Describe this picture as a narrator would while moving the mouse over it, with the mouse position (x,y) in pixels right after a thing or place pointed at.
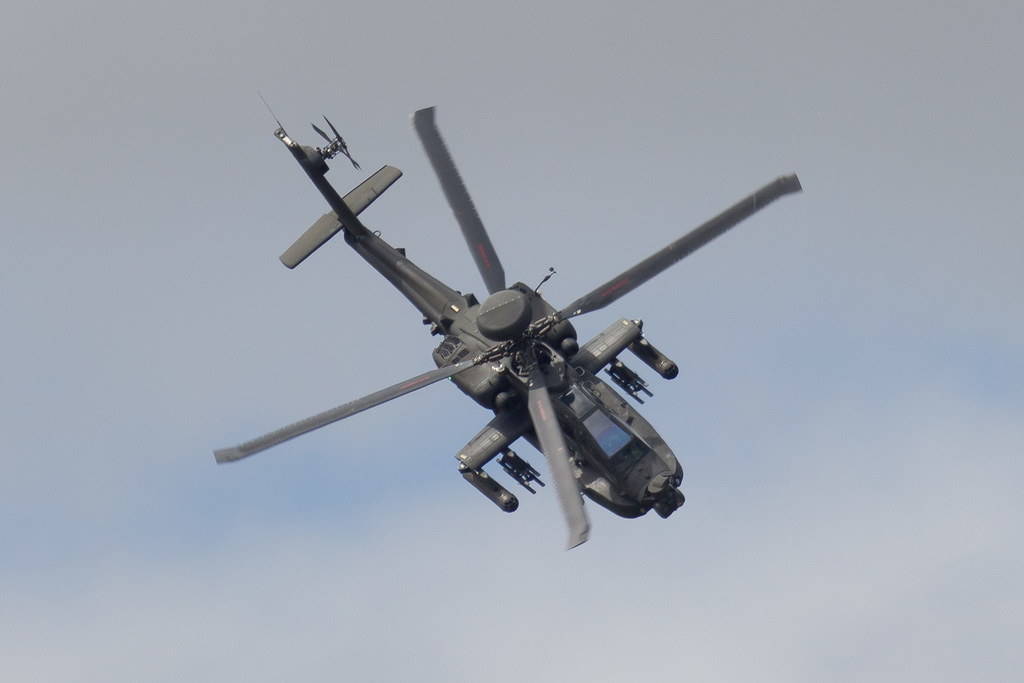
In the center of the image (600,361) we can see a helicopter (601,421) flying in the sky (792,476).
